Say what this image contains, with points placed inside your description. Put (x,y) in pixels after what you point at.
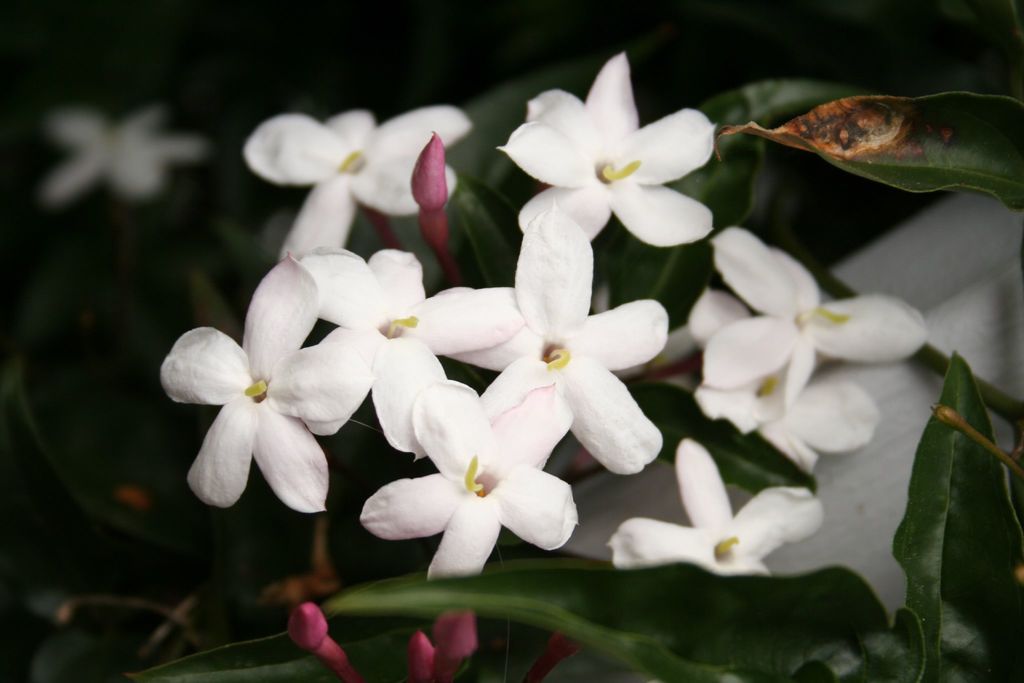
This is a plant (547,393) with white color flowers (553,400).
